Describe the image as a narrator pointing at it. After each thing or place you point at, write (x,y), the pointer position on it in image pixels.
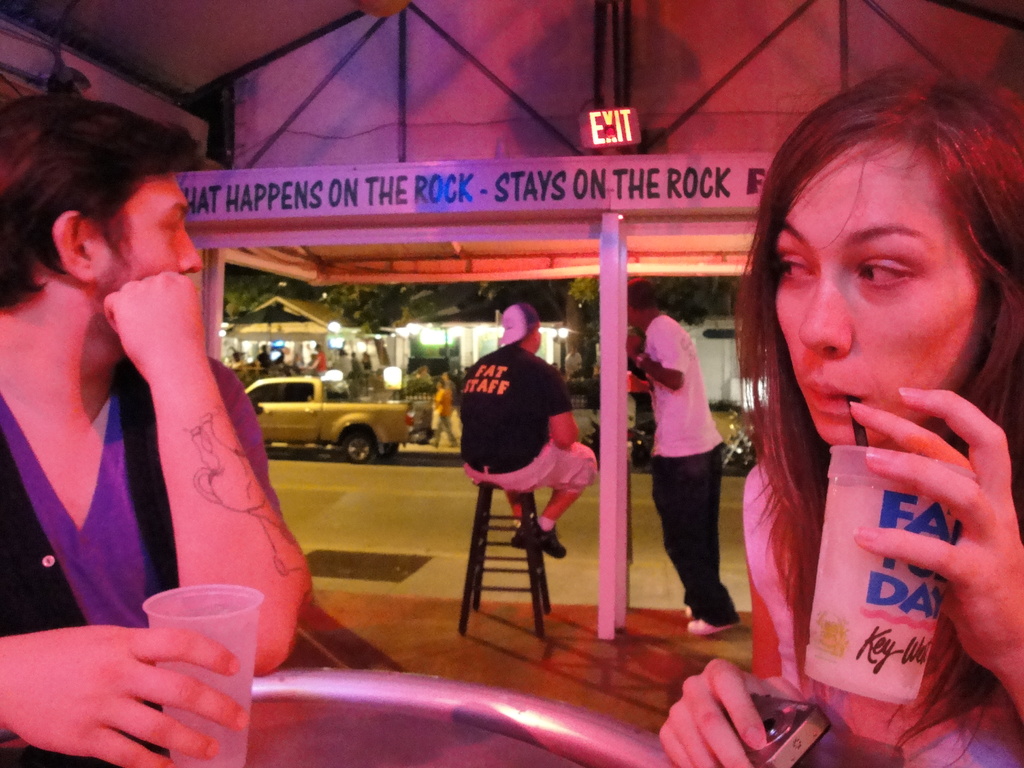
In this image there is a woman (859,421) and man (201,449) sitting at a table (415,704). They are holding glasses (830,601) in their hand (69,635). The woman (945,574) is also holding a mobile phone (797,732) in her hand (732,733). Behind them there is a man (504,473) sitting on the stool (501,523). Beside him there is another man (673,413) standing. In front of them there is a truck (384,412) parked on the road (429,495). In the background (344,317) there are lights (339,328), trees (352,293) and houses (372,337). At the top (275,68) there is the ceiling (200,32) of the tent (401,57). There is a board (398,184) with text (239,198) on the wall (587,101) of the tent (659,123).
